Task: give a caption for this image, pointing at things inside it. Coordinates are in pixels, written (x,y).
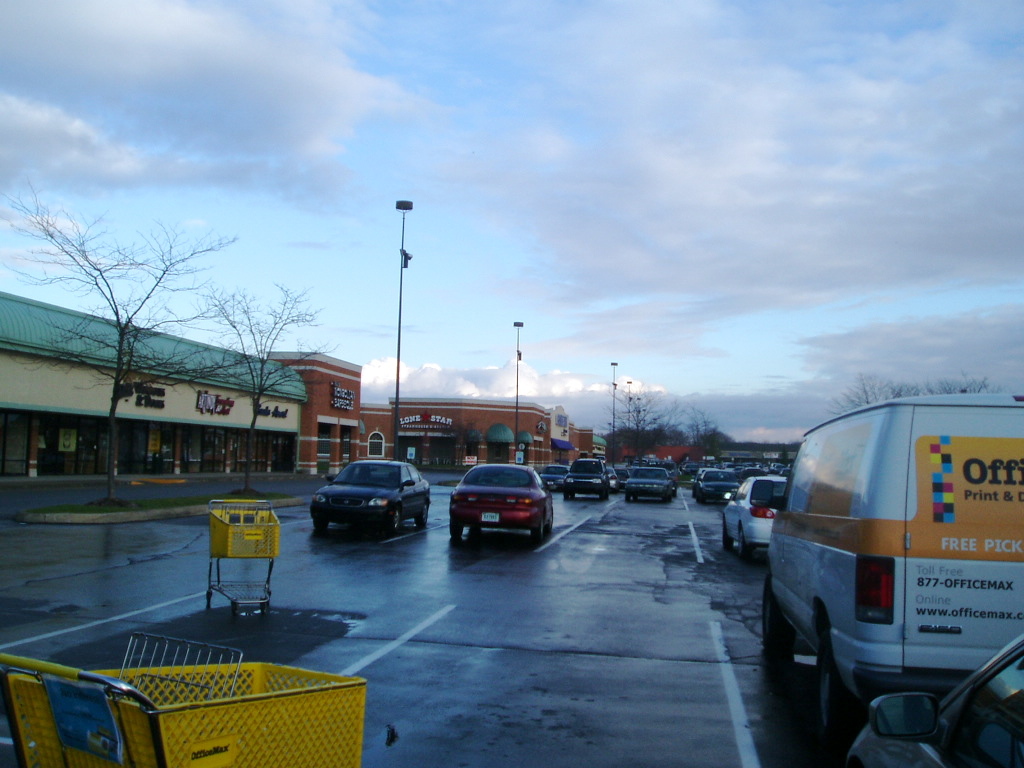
In this image here are vehicle (540,503) and trolleys (267,719) on a road (575,563), in the background (336,465) there are trees (630,437), poles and shops (488,420) and the sky (536,248).
